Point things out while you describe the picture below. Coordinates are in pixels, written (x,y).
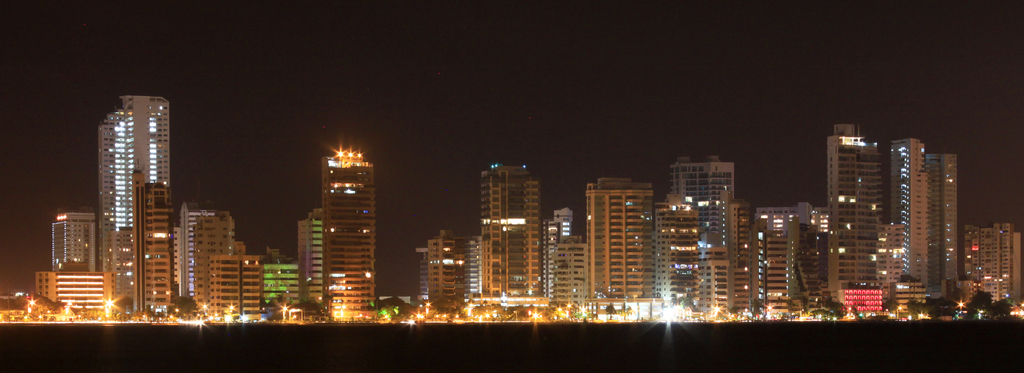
In this image I can see few buildings (230,243), few lights (681,315), few vehicles (960,313) and few trees (981,292). In the background (178,122) I can see the dark sky (326,91).
